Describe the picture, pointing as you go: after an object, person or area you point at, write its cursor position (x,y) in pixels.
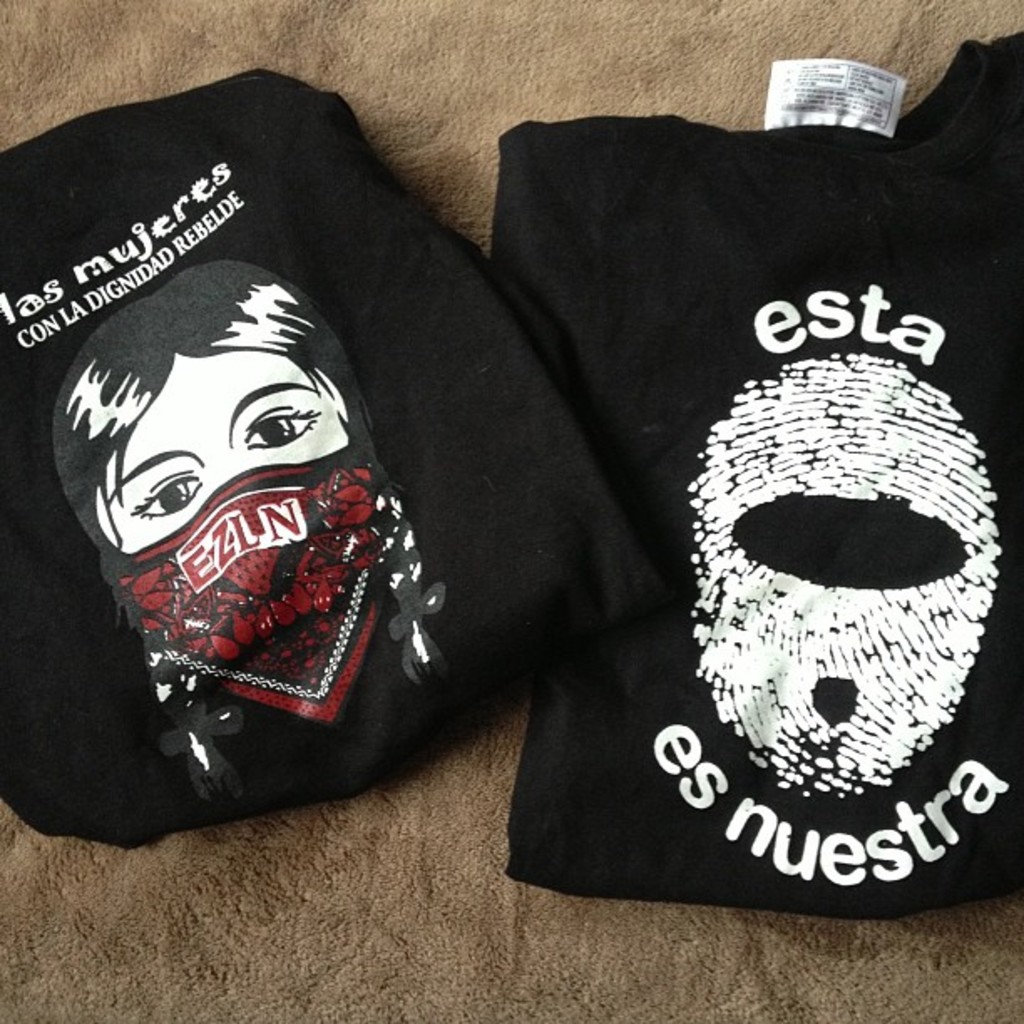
On this surface (376,96) we can see black t-shirts (315,656). Something written on these t-shirts (286,633). We can see pictures (839,581) are on the t-shirts (532,413).
